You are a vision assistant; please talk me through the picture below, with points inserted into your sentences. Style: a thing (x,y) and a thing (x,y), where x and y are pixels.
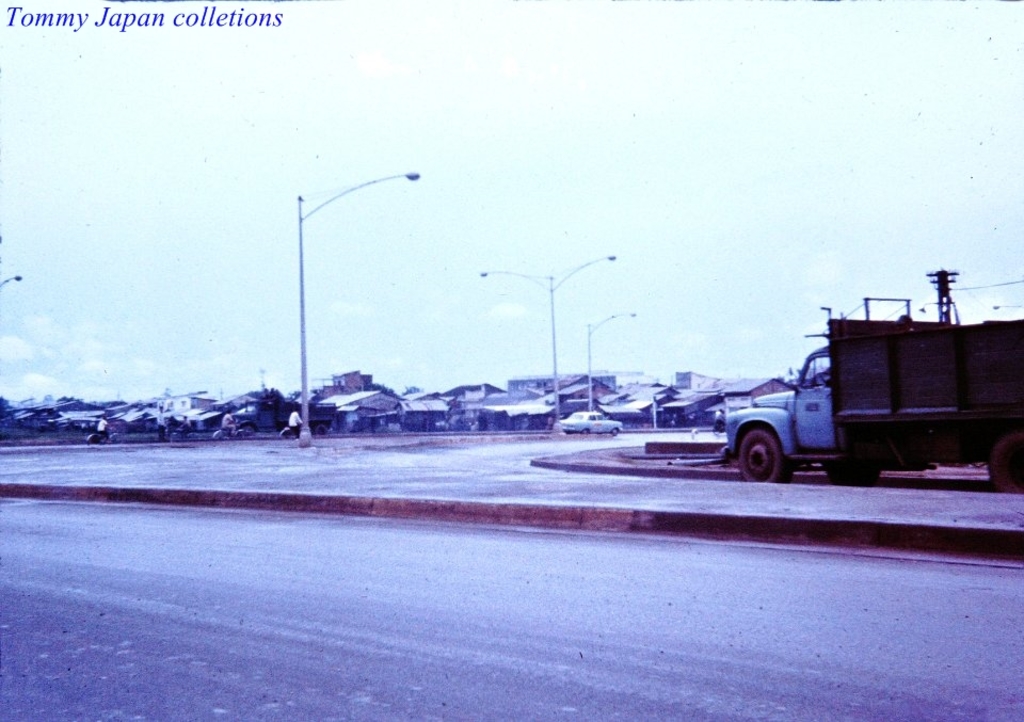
In this picture we can observe a road (384,566). There is a vehicle (594,420) moving on this road (600,435). On the right side (805,404) we can observe another vehicle (865,412). There are some poles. We can observe some houses (488,396). In the background (276,34) there is a sky (81,9).
